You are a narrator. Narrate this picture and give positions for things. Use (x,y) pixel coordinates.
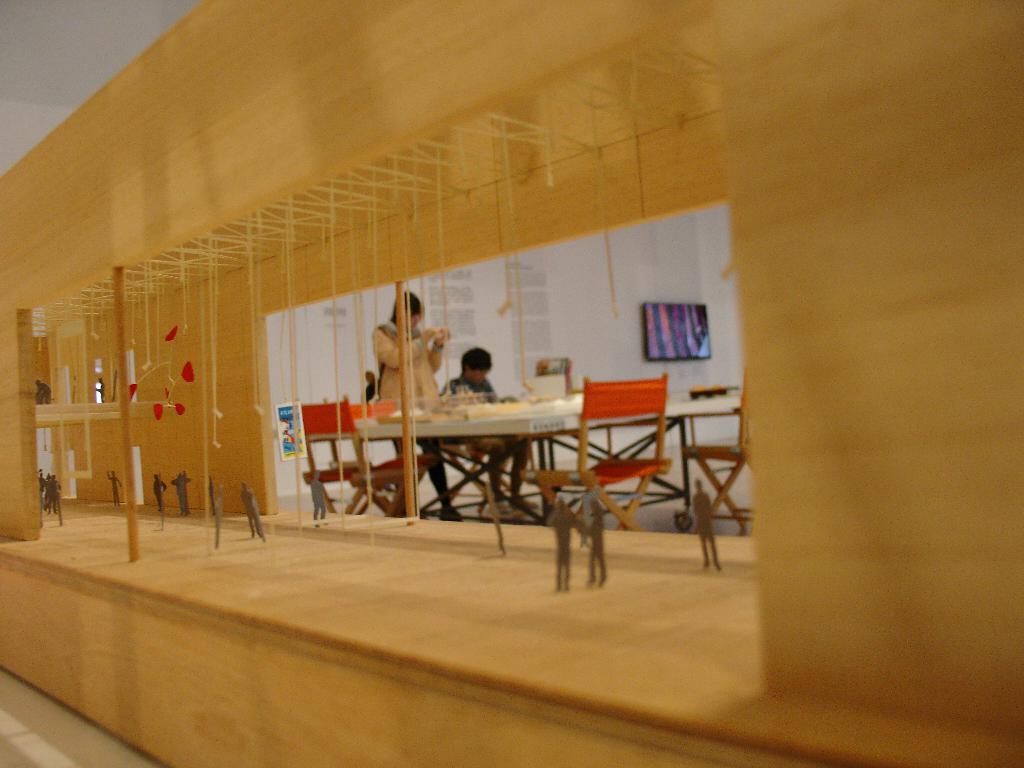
In this image in the center (478,461) there is a table (543,433) and on the table (523,430) there are objects (470,410) and behind the table (468,423) there are persons (395,354) standing and sitting and in front of the table (377,435) there are chairs (657,433). In the background (646,314) there is a monitor (675,322) hanging on the wall (632,321) and in the front (173,344) there are rods (120,332) and there are papers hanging from the top.
